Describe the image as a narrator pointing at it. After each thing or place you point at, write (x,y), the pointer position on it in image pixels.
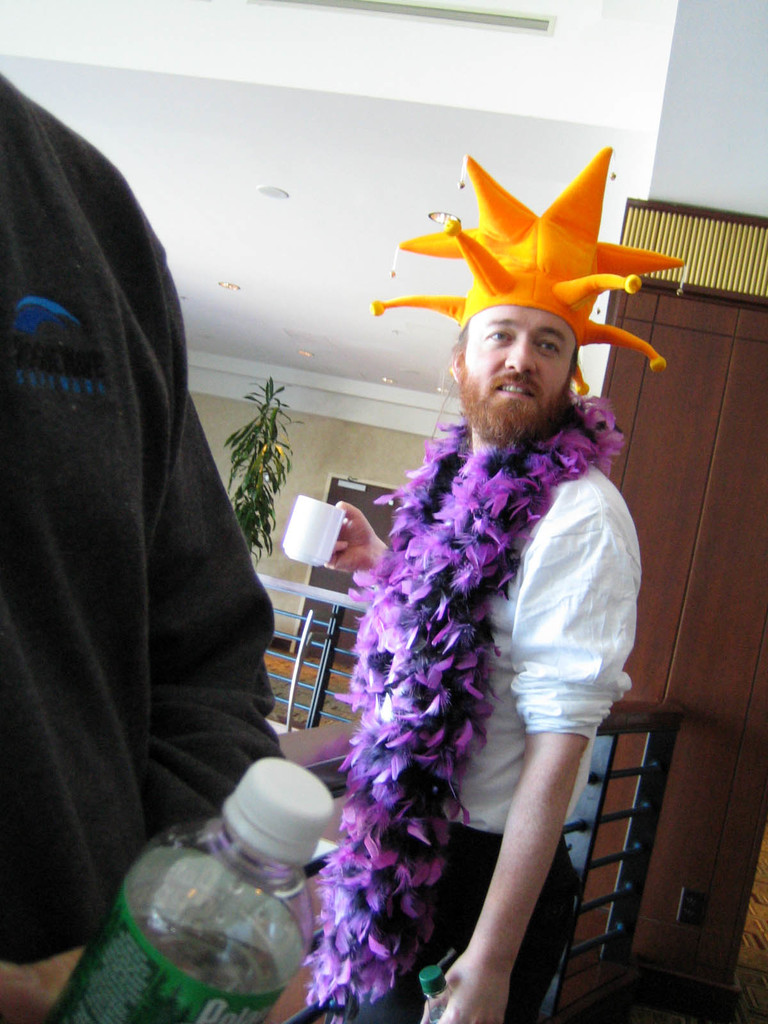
In this image I can see a man (611,446) is standing and holding a bottle (431,1021) and a cup (323,531). I can also see he is wearing a hat (552,300) and here I can see another person (199,801) with a bottle (268,871).
